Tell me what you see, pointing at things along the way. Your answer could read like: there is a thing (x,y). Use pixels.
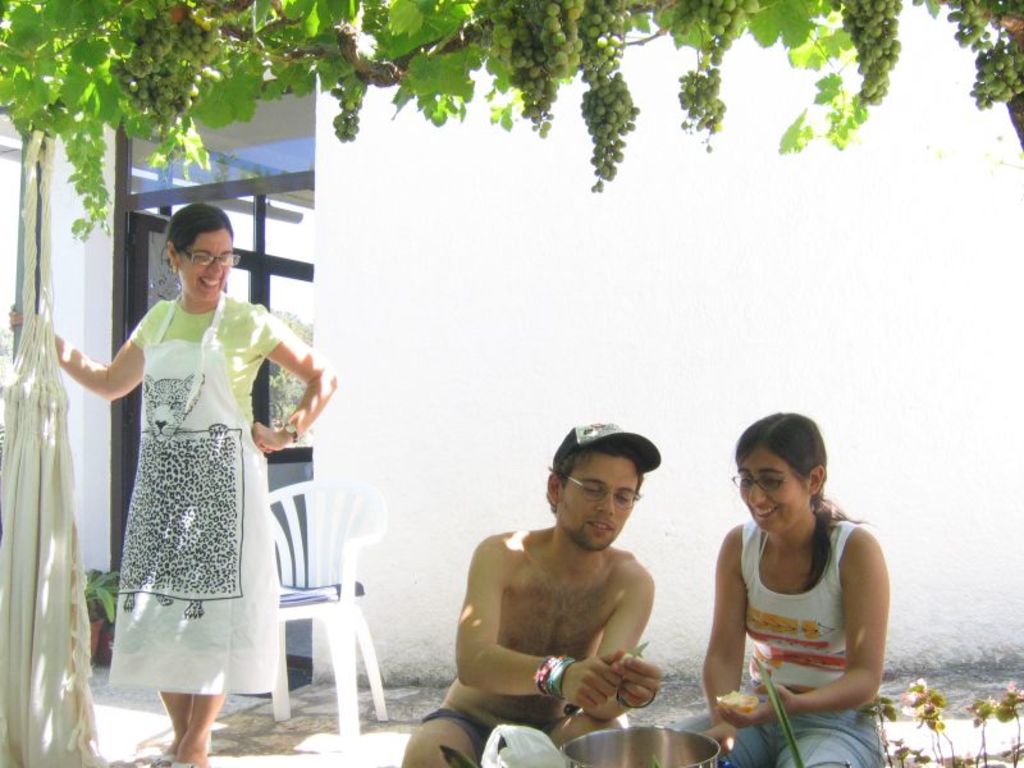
On the left side (249,307) a woman (219,469) is standing and smiling, in the middle (581,439) a man (509,705) is sitting and cutting the fruits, he wore cap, beside him a beautiful girl (757,641) is sitting and smiling, she wore white color top (819,626). At the top (623,118) there are grapes (525,112).
